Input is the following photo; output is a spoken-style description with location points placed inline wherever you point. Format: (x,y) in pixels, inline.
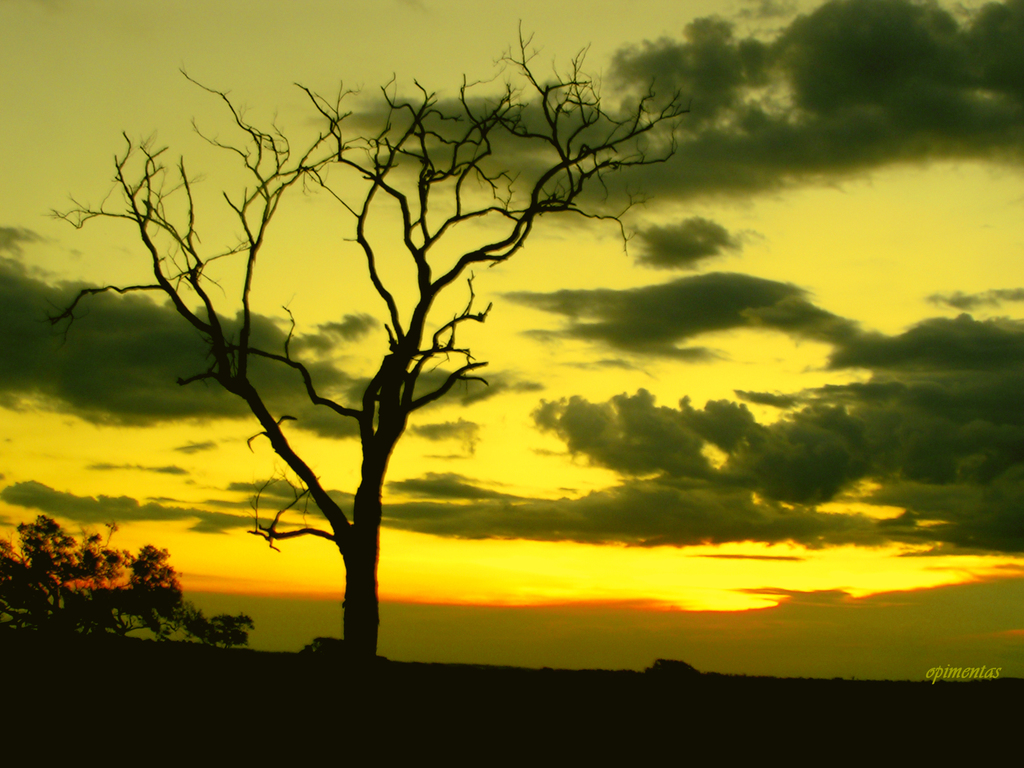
In this picture there is a dry tree (380,526). Behind we can see the sky (766,481) with clouds (820,448).
